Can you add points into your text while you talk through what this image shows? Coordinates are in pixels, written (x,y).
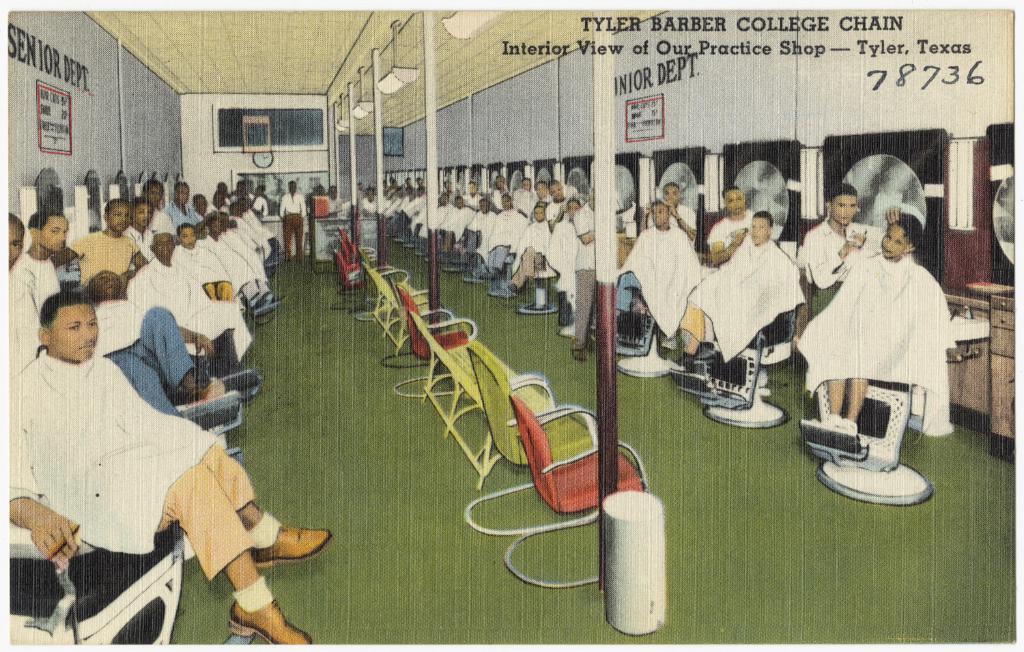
In this picture we can see a group of people (870,345) sitting on chairs (876,429), poles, posters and a clock (257,163) on walls (58,73) and in the background (286,220) we can see a man (286,220) standing and some objects (329,245) and text (874,53).
